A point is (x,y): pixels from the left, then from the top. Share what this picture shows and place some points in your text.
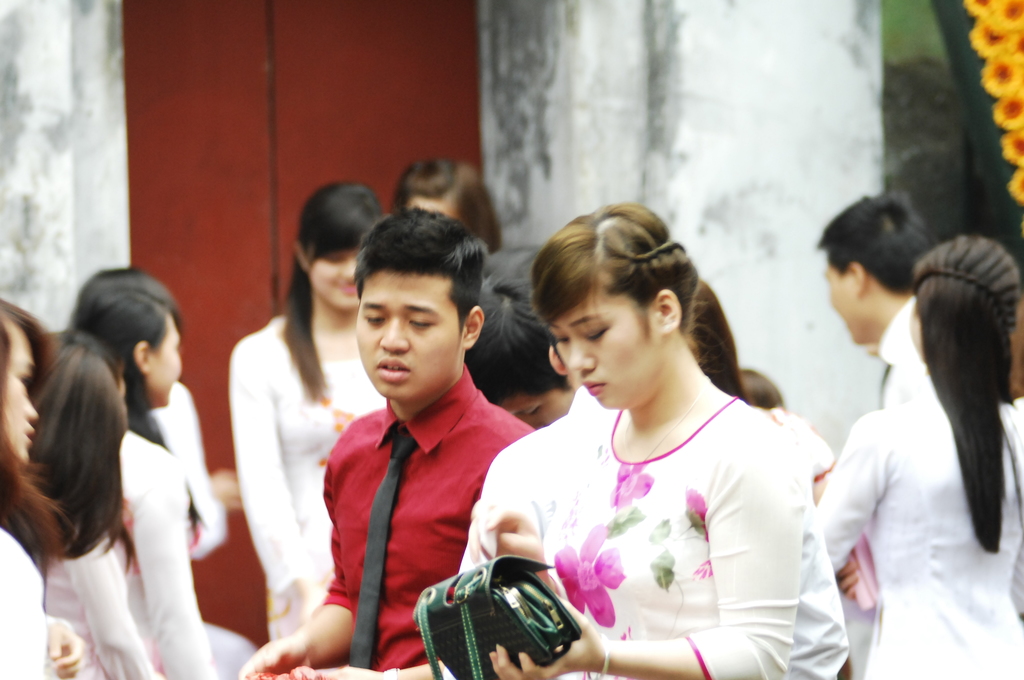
In this image we can see people (550,347). The lady (596,335) standing in the center (619,363) is holding a bag (522,631). In the background (528,183) there is a wall (536,150).
